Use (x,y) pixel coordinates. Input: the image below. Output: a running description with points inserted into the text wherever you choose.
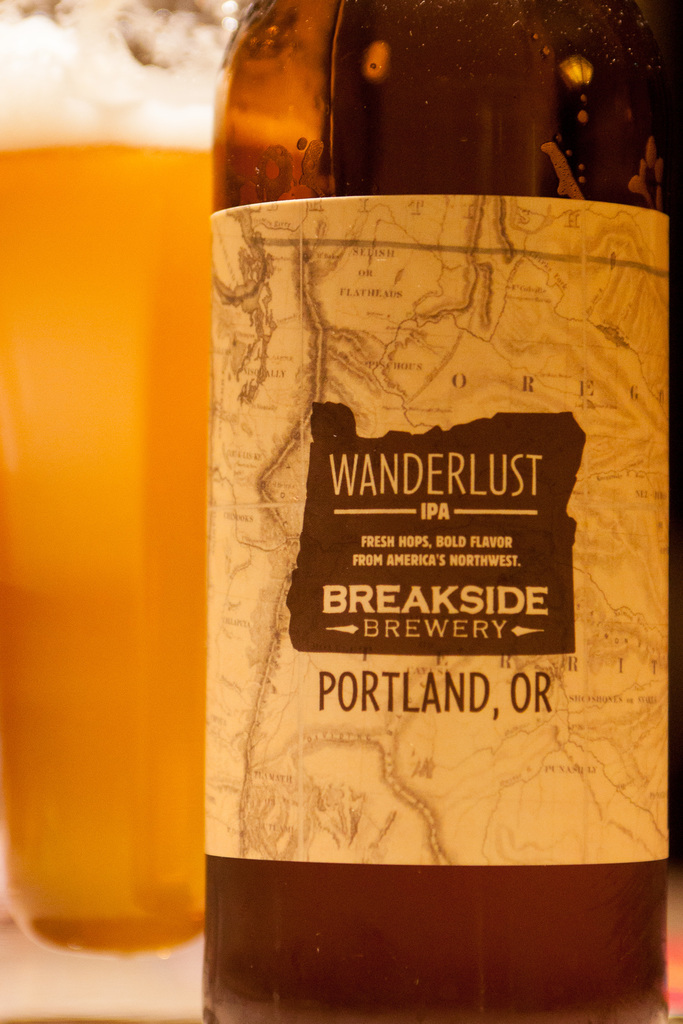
In the left (81,283) it's a beer glass (99,244) in the right (634,281) it's a beer bottle (246,529).
